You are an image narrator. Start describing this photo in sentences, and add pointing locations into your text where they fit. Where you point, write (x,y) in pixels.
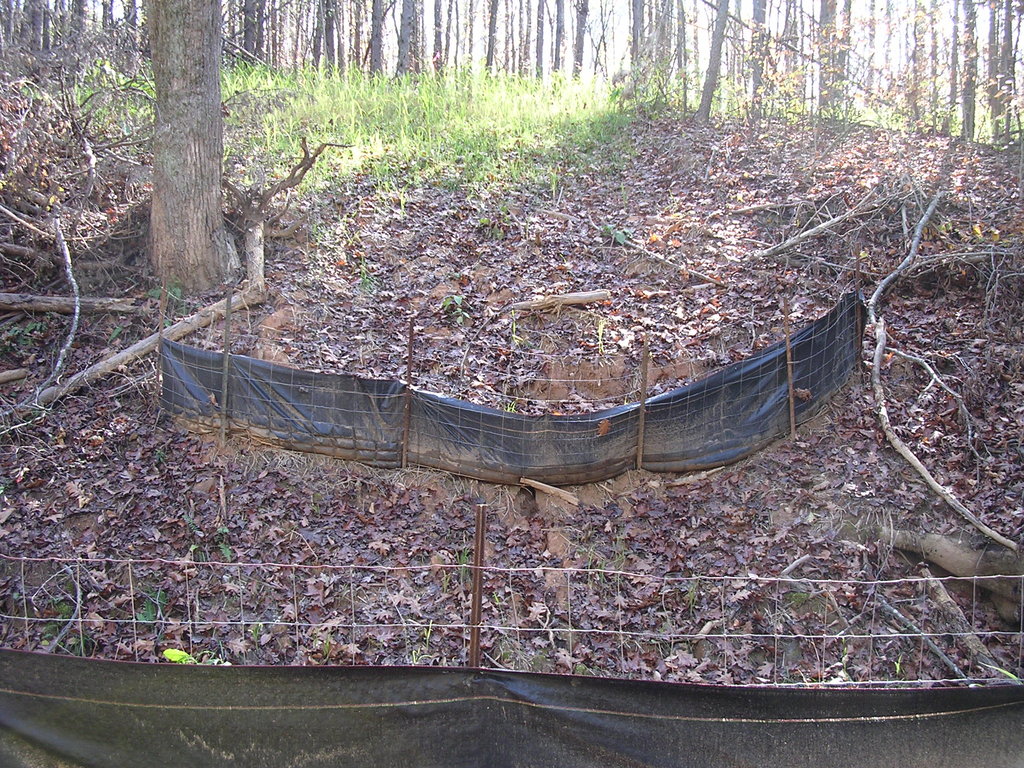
At the bottom (307,689) there is a net (279,657) to which a black color cloth (432,736) is attached. In the middle of the image (358,395) there is another net (721,397) on the ground (298,484). In the background (372,88), I can see the plants (441,126) on the ground (372,241). At the top (109,49) there are many trees (544,55).
